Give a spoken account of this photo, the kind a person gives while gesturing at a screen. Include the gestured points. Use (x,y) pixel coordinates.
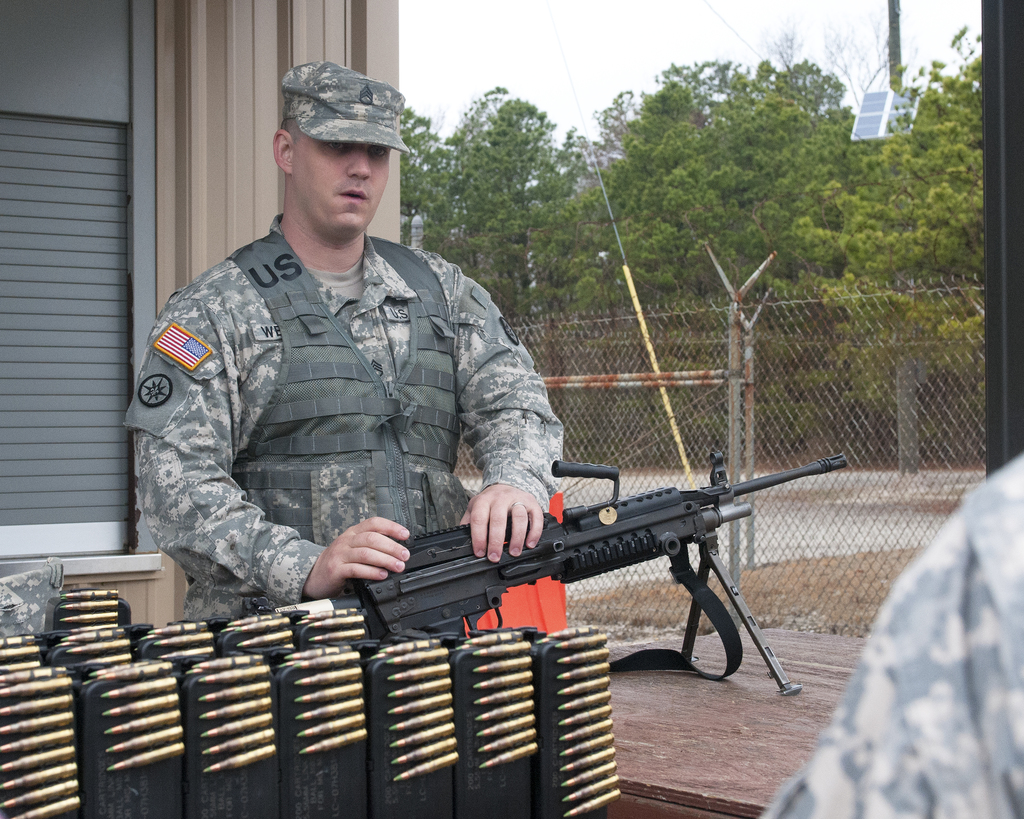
In this image there is the sky (574,24) towards the top of the image (682,50), there is a solar panel (884,113), there are trees (864,246), there is a wire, there is a fence (638,359), there are poles (754,371), there is an object (984,155) towards the right of the image (993,231), there are objects (453,737) towards the bottom of the image (428,747), there is a gun (760,646) on the wooden surface (761,715), there is a man (312,296) standing, there is a person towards the right of the image (971,633), there is a wall (163,158) towards the left of the image (133,206).
